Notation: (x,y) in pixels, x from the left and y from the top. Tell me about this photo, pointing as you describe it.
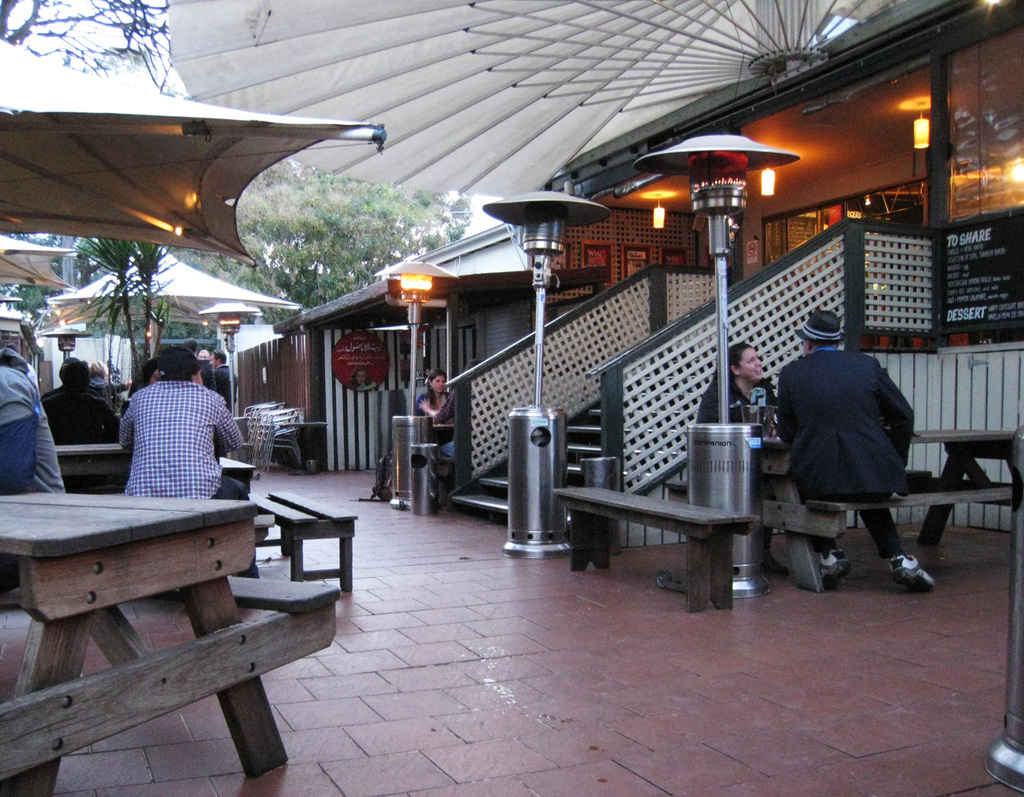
This is a image out side of a building (656,243) and there is a tree (313,215) visible and there are some tents (290,144) visible and there is a stair case (618,395) on the right side (685,409) and there are two persons (837,466) sitting on the bench (935,503) and few persons (186,478) sitting on the bench (32,527) on the left side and on the middle (406,271) there is a light stand (418,313) visible.
